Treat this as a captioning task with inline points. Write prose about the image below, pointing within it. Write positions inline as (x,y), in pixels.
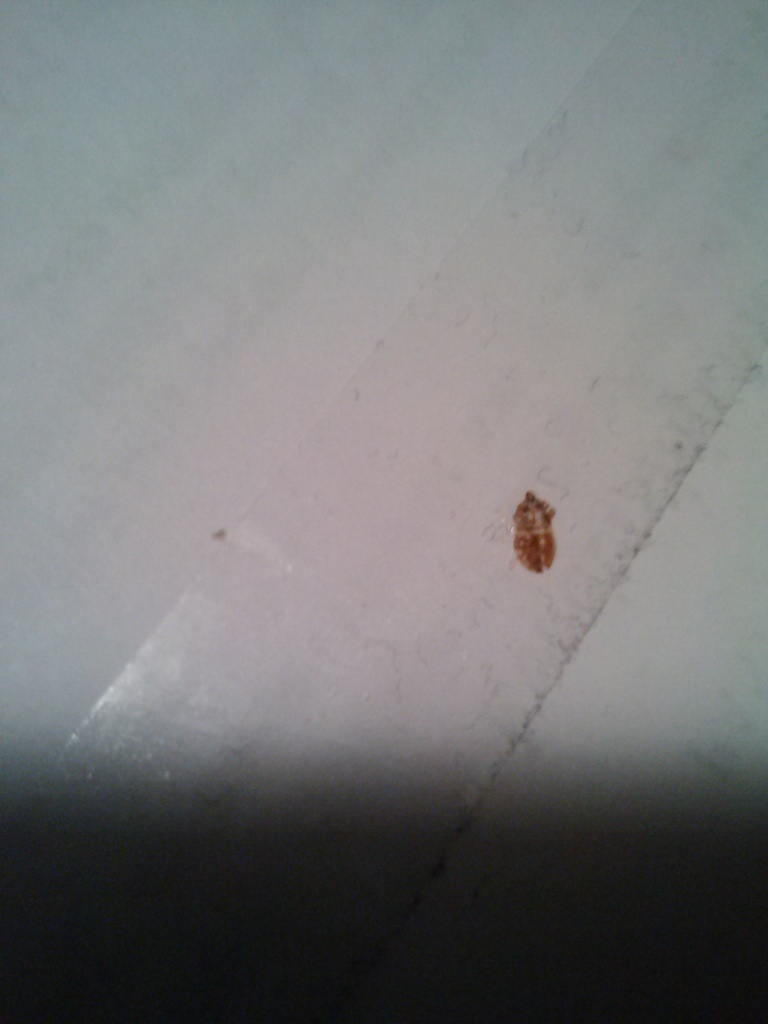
Here I can see a strip of tape (241,701) on a surface (494,951) with white color. On the right side (543,526) I can see a brown color insect (528,539) on this tape (564,528).
